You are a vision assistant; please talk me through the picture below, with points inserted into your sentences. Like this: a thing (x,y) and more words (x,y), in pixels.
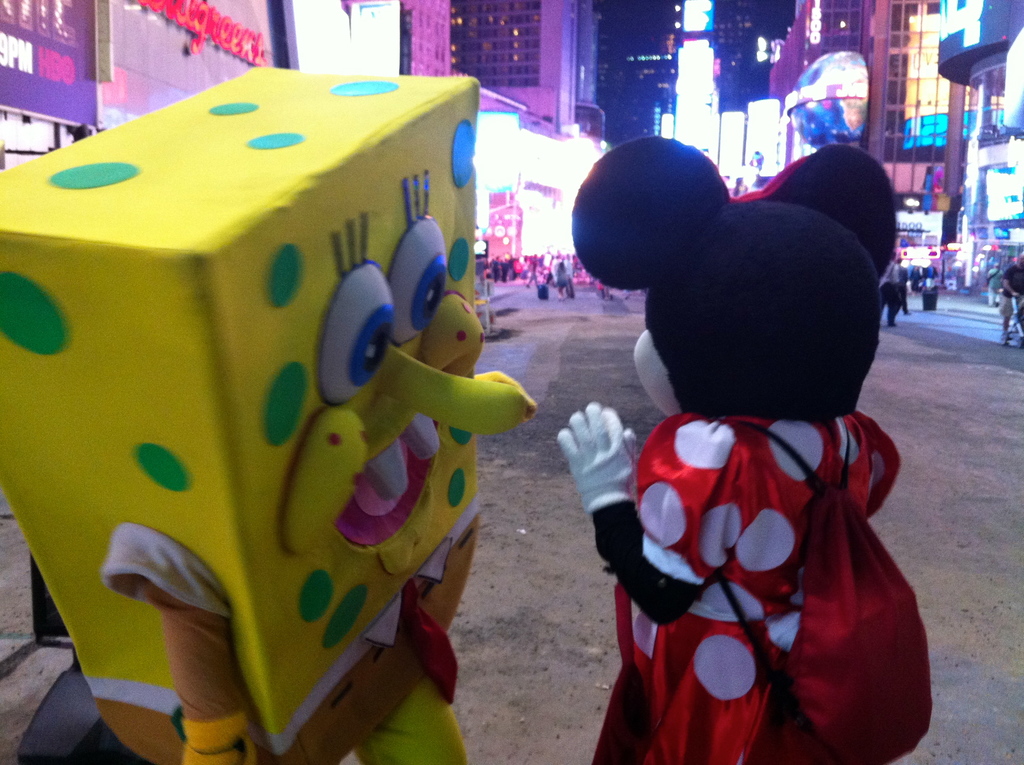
In this picture I can see buildings (660,93) and I can see few people (697,301) and couple of them wore masks (270,126) and I can see lighting (595,144) to the buildings (689,79) and I can see a board (72,76) with some text (168,13) on the left side (179,82) and I can see text (243,53) on the buildings (156,20).
